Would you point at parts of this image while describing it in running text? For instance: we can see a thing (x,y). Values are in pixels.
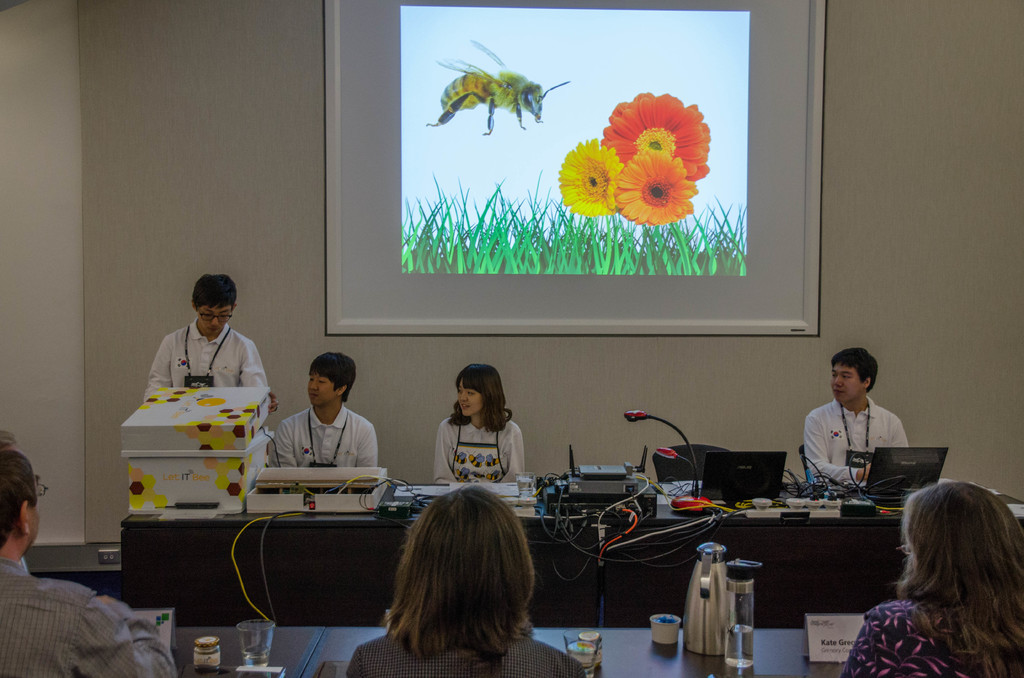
A group of people (308,455) are listening to a boy (218,354) who is giving a presentation on a screen (508,203) behind him.
